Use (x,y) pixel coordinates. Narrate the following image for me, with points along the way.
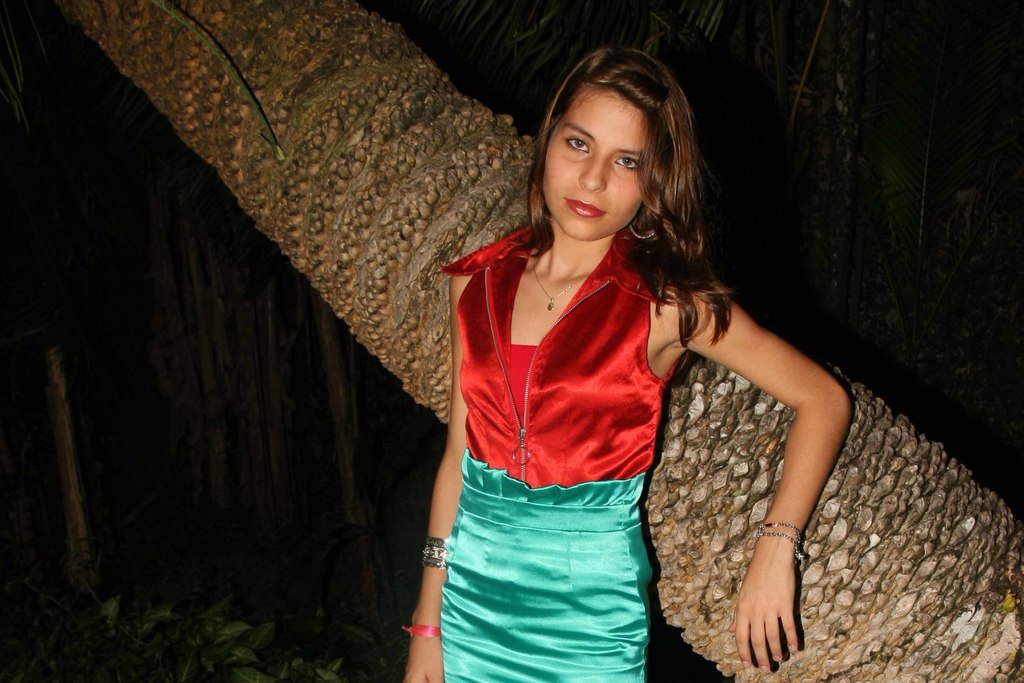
In this image, we can see a person (638,237) in front of the stem (707,398). This person (573,264) is wearing clothes (637,418). There are some leaves (221,631) in the bottom left of the image (272,644).
